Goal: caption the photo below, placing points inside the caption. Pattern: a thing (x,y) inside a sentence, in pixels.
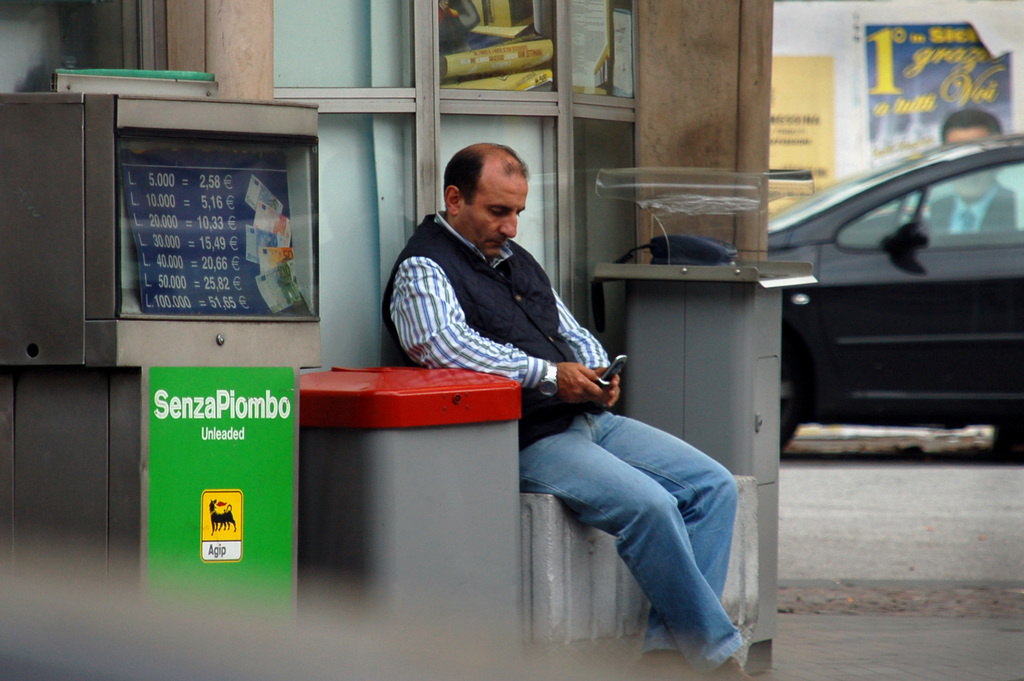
In the middle of the image (519,329) we can see a man (530,304) is seated and he is holding a mobile phone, beside him we can find a dustbin (489,435), telephone (713,262) and few other things (150,116), in the background (891,359) we can see a car (863,209) and few posters (880,158) on the wall (857,157).
